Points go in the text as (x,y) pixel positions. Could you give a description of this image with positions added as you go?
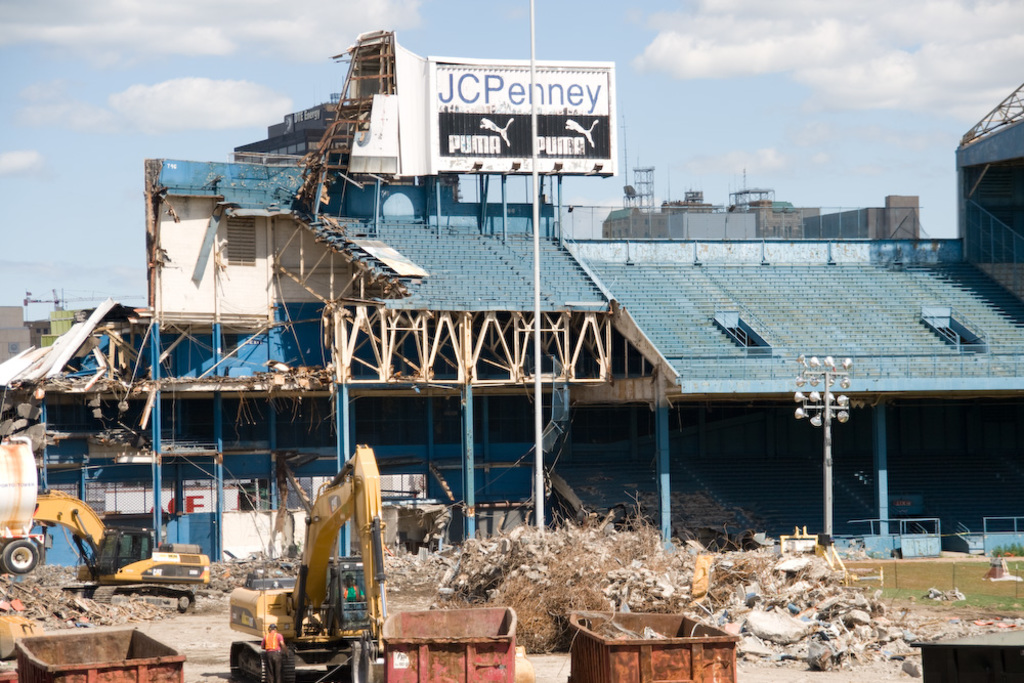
As we can see in the image there are buildings (456,396), banner (542,123), cranes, waste (88,601), lights (798,415) and dustbins (398,641). At the top (215,77) there is sky (557,34) and clouds (807,18).
